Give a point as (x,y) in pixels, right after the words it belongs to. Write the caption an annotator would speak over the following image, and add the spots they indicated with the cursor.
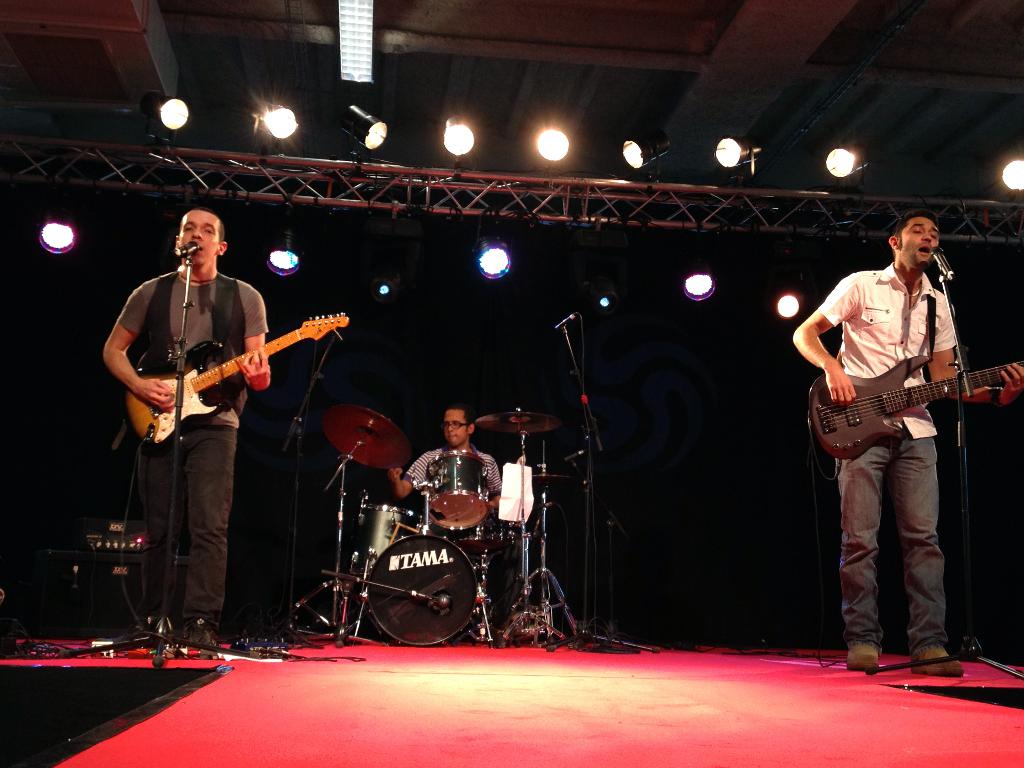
Here we can see two men (903,262) playing guitars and singing songs in the microphone (187,251) present in front of them and in the middle (447,429) we can see a person (515,557) playing drums (463,470) and above them we can see lights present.
